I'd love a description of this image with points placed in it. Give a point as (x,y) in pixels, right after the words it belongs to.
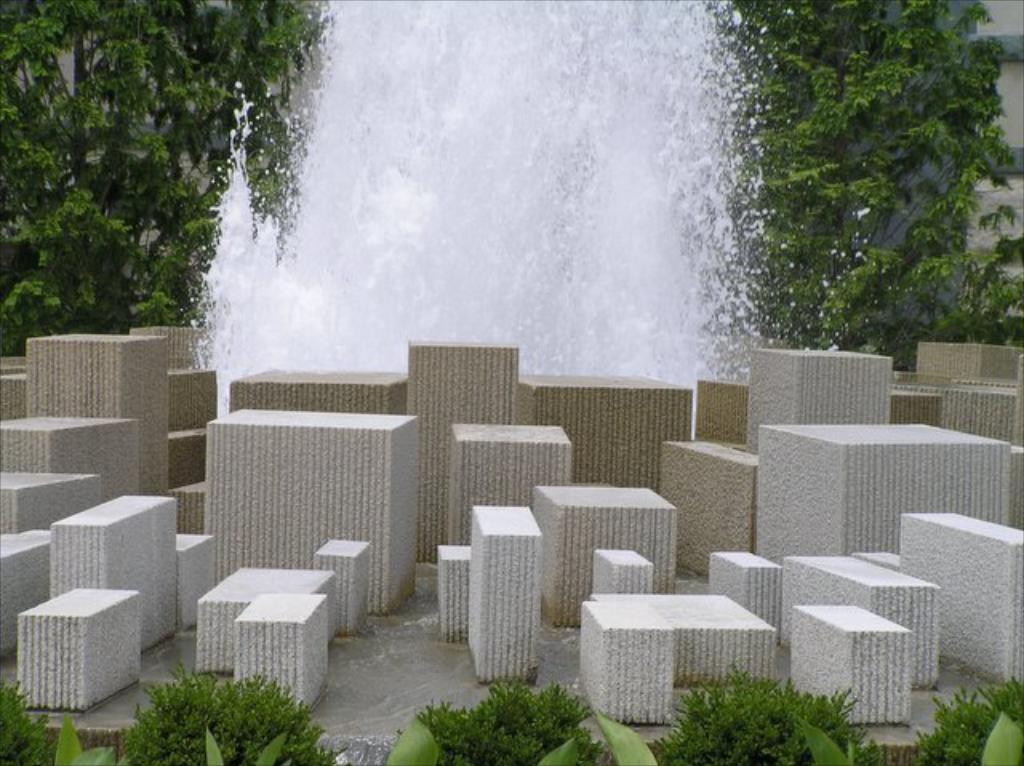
In this image we can see some objects (622,590) which are in white color and in the background of the image (466,79) there is water (429,80), there are some trees (188,45).
